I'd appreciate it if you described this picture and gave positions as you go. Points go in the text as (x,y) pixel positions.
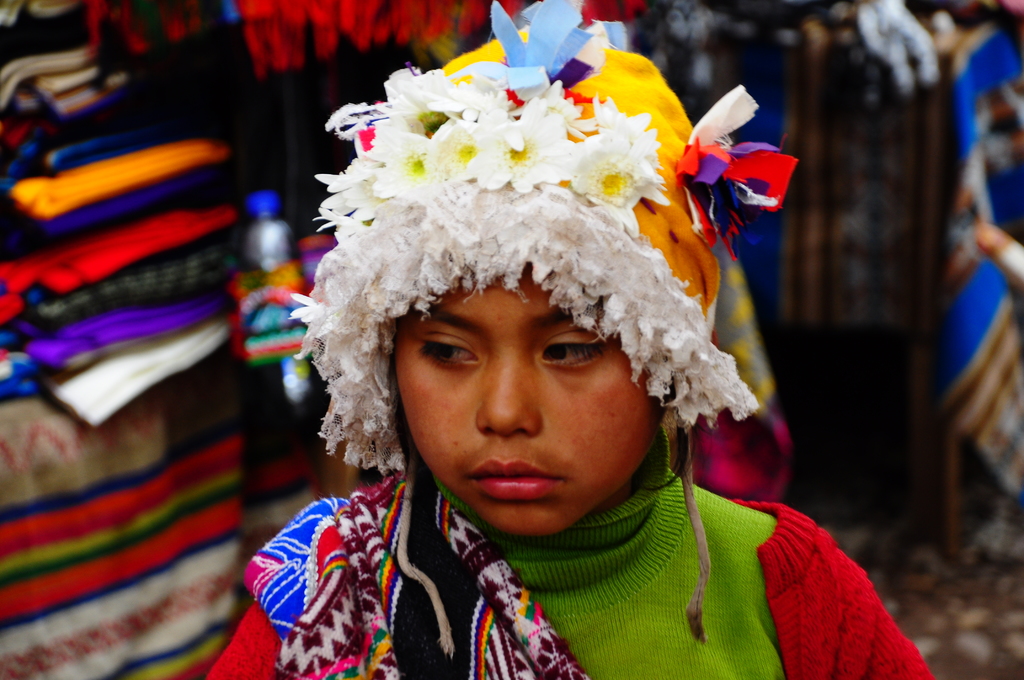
In this image, we can see a person (572,480) is wearing colorful cap (541,253) and woolen clothes (656,645). Here we can see colorful cloth (363,612) on a person's shoulder (413,576). Background (17,634) we can see a blur view. Here we can see few objects (70,509), things (312,250) and bottle (257,230).
